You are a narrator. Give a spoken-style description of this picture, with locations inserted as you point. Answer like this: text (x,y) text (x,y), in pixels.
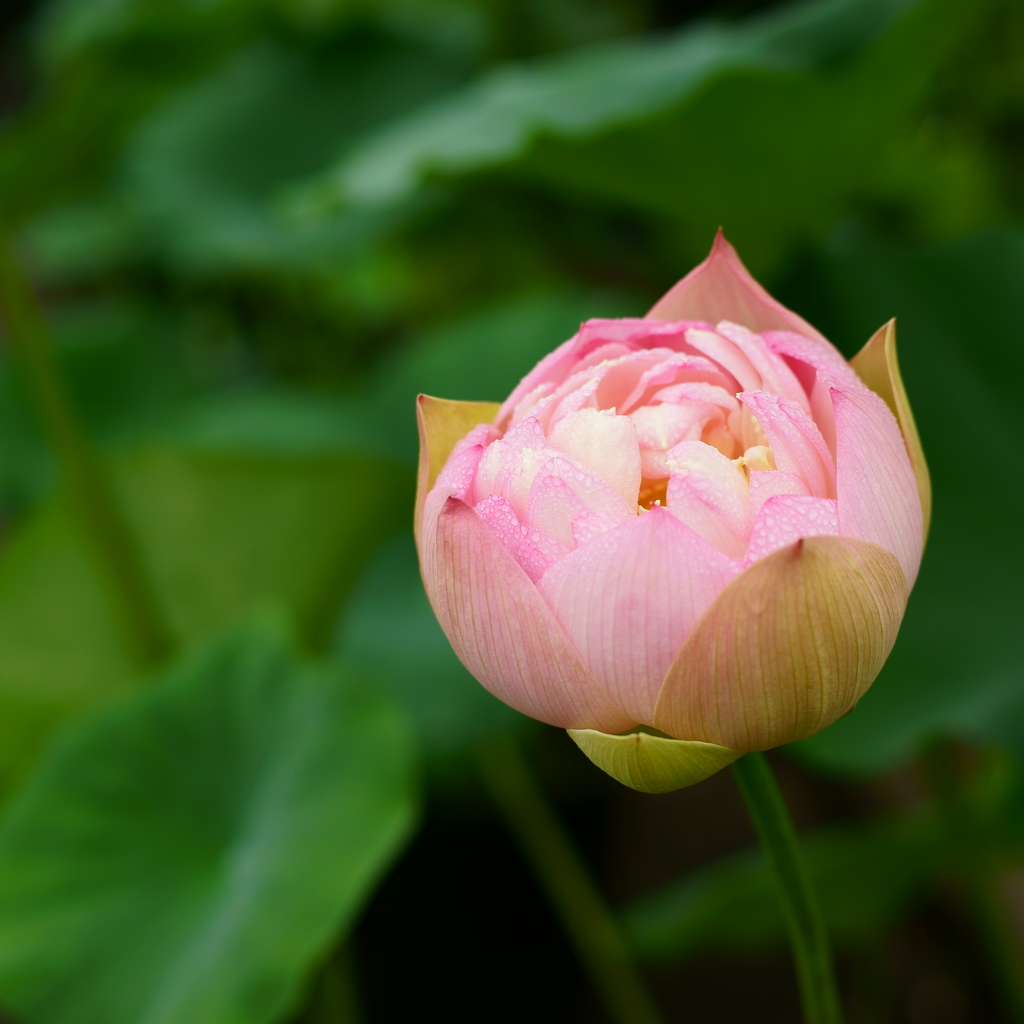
In this image, we can see a flower (764,746) and the blurred background (375,146).
